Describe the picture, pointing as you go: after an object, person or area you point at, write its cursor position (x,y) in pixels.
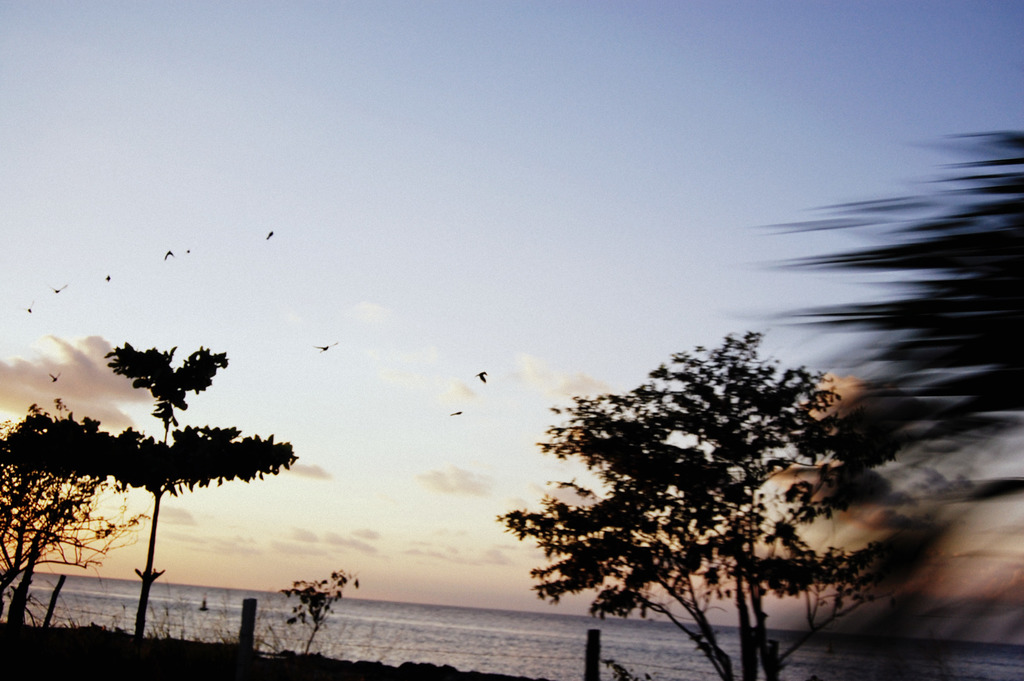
On the right side of the image (700,529) we can see a tree (693,518). On the left side of the image (58,510) there are trees (50,524) and plants (304,604). In the background (340,633) there is a water (395,607), birds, sky (347,434) and clouds (435,478).
